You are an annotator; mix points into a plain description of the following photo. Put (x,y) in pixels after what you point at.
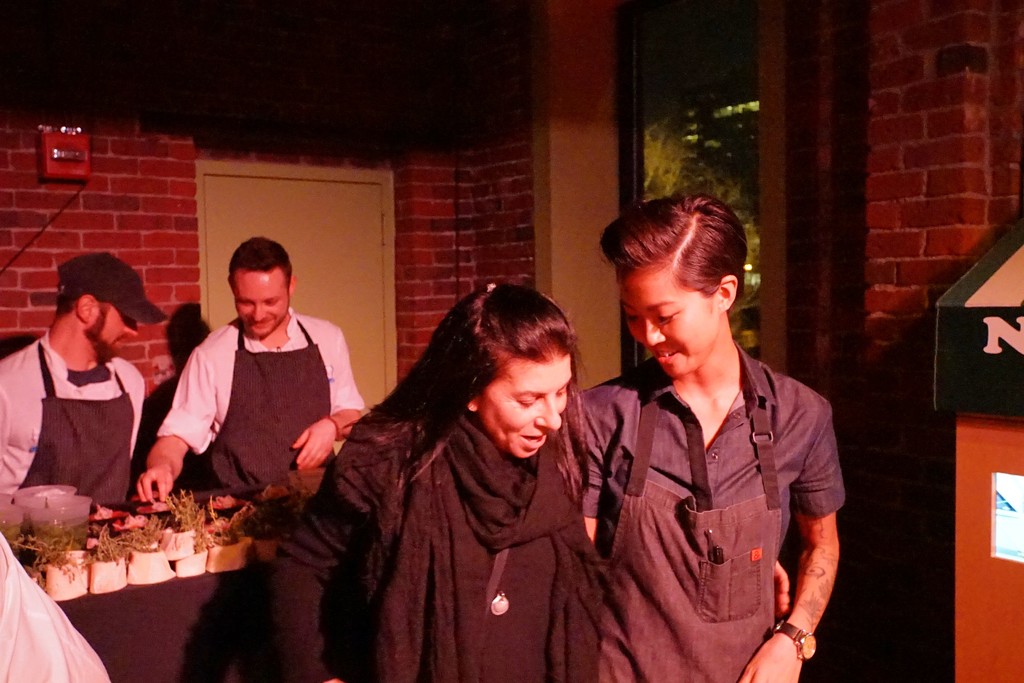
As we can see in the image there is a brick wall (455,157), window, door (293,212), few people (351,373) here and there and a table (196,586). On table (191,604) there is a black color cloth (147,594) and plants (29,542).
